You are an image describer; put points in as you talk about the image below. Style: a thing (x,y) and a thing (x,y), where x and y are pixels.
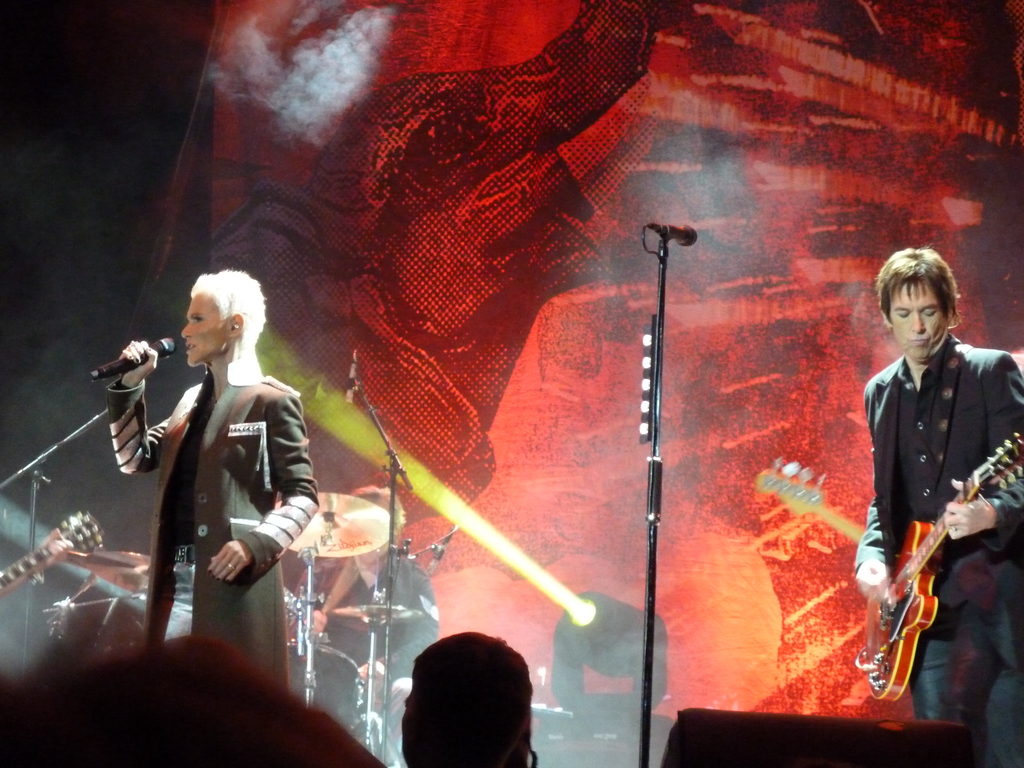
In this image I can see two people (959,535) wearing the blazer (217,485). Among the one person (878,513) is playing the guitar (929,528) and another one is holding the mic (114,374). In the back ground (543,339) there is a person (361,580) in front of the drum set (359,606) and the red banner (650,295).
